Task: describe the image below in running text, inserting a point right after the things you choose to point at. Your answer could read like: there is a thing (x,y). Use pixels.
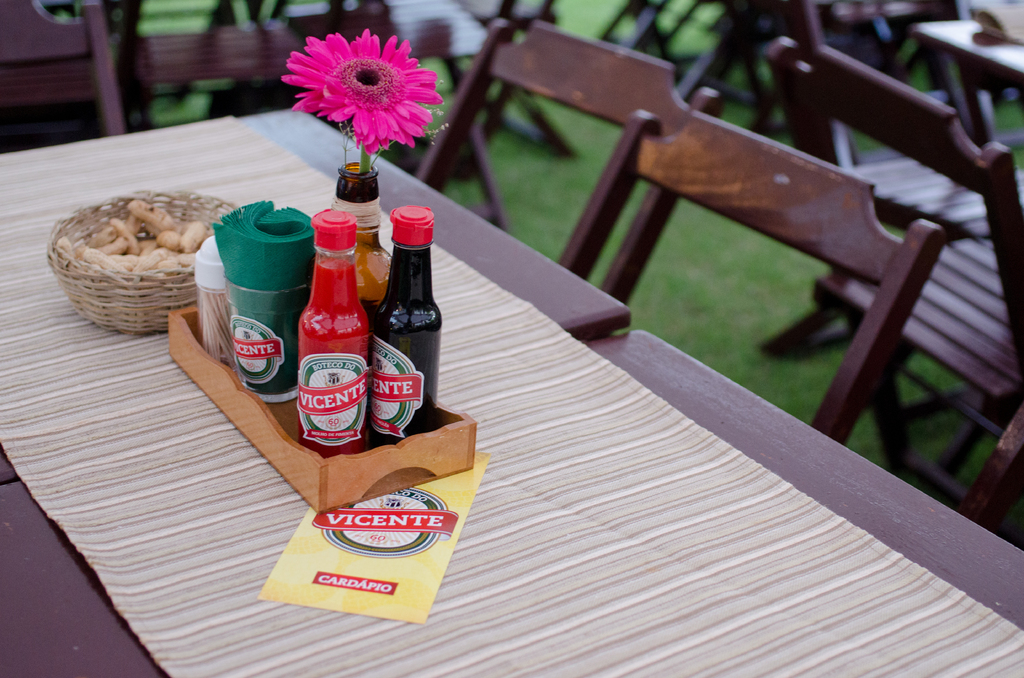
In this Picture we can see that a couple of sauce bottle (364,386) are in the tray (302,454) with flower (347,156) on the top of the dining table (546,542), And having food (151,258) in the basket (145,282). And grass (709,302) on the ground (730,320).
